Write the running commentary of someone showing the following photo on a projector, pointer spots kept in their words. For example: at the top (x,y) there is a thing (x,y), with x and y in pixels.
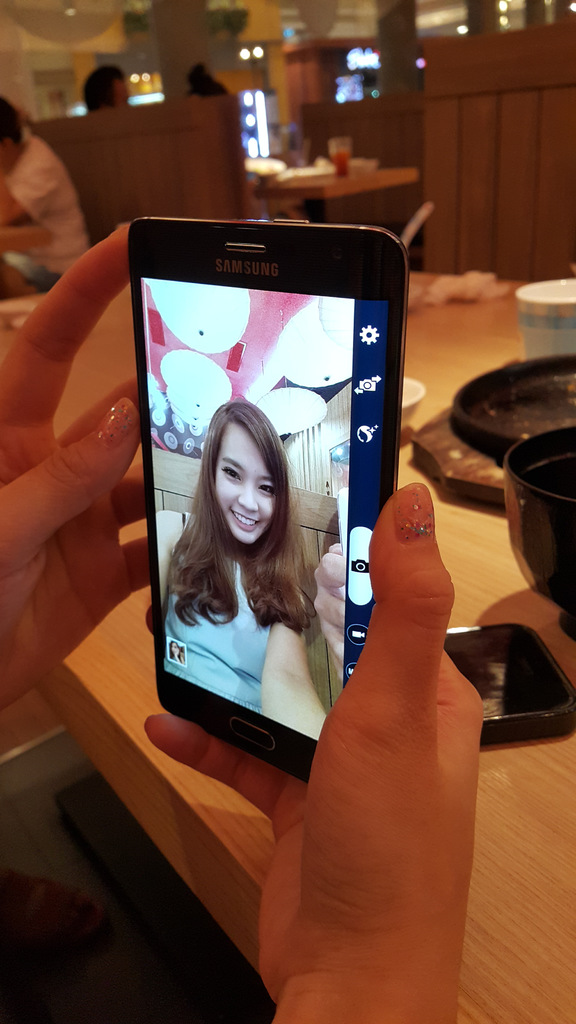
In this picture I can see the hands (32,527) of a person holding a mobile (246,368). There are three persons (39,283) sitting and there are some objects (572,390) on the tables (234,830), and in the background (508,1) there are lights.
